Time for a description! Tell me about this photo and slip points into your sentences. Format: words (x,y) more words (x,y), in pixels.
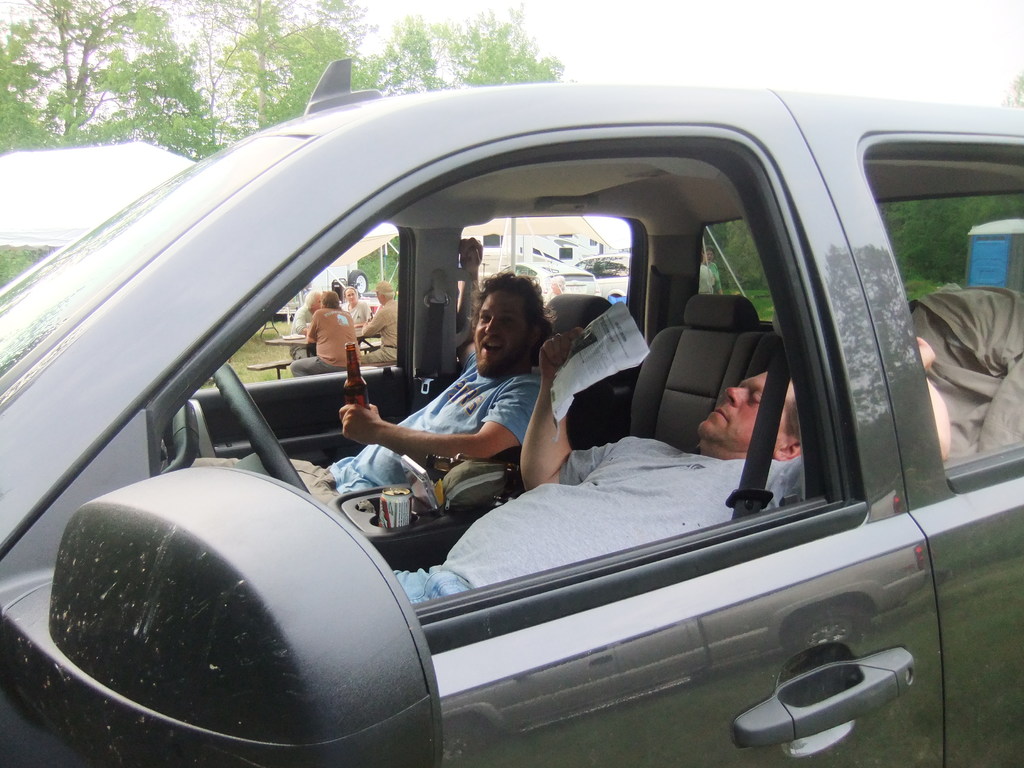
In the image we can see there is a car (692,559) in which the two men (473,405) are sitting in front (622,537) and a man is holding a beer bottle (362,395) and another man (618,441) is holding a paper (617,345) and on the back (393,336) there are people (350,310) sitting on benches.
